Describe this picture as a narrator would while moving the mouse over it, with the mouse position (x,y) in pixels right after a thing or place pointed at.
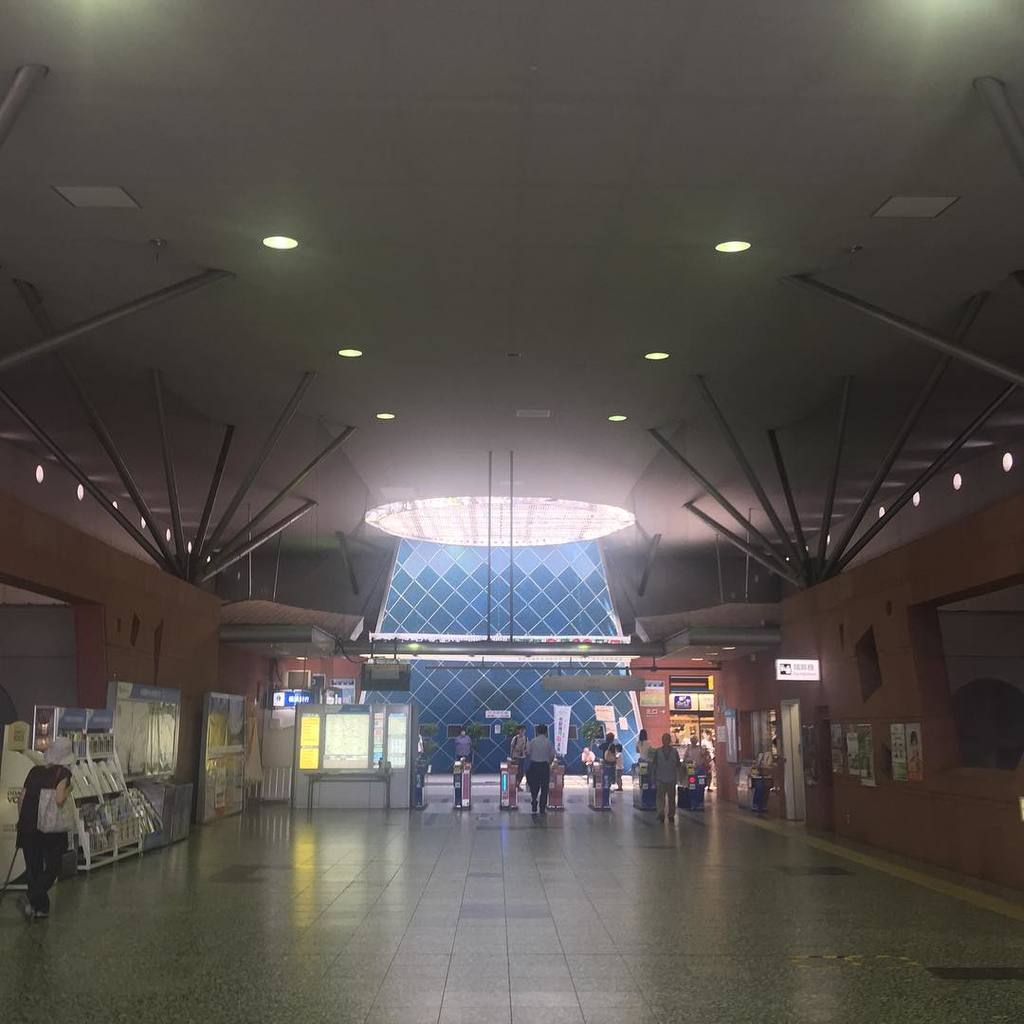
In the image in the center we can see few people (37,853) were standing. And we can see banners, screens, posters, sign boards (361,767), machines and few other objects (161,796). In the background (416,536) there is a wall (1012,609), roof (465,310) and lights (878,512).
